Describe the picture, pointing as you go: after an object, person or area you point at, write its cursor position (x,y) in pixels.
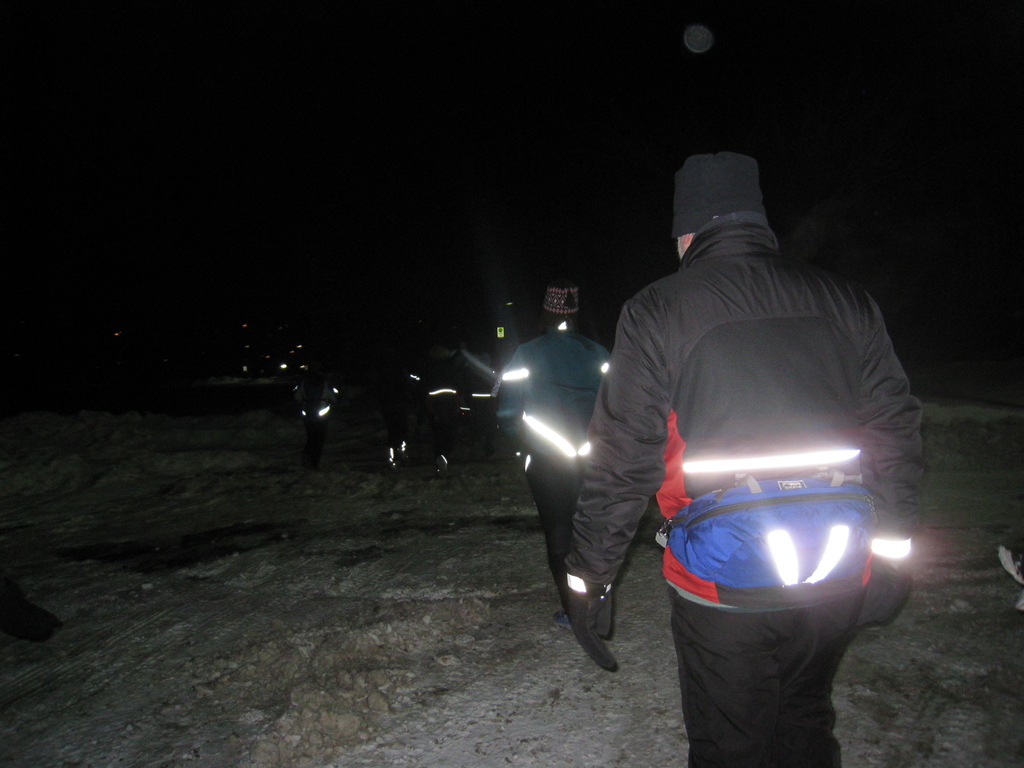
In this image we can see people (705,403) wearing caps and gloves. Also there are lights (568,442) on the people (636,467). In the background (383,128) it is dark.
